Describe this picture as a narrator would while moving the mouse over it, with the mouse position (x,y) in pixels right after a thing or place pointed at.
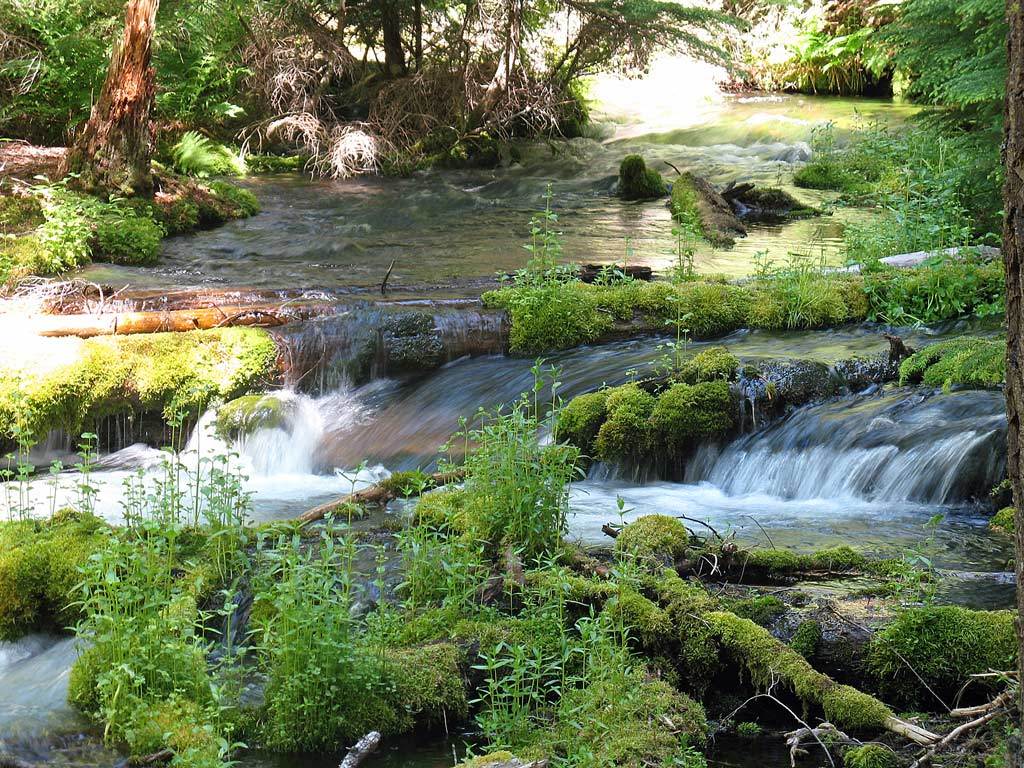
In this image we can see many plants (549,335). There is a flow of water (496,347) in the image.
